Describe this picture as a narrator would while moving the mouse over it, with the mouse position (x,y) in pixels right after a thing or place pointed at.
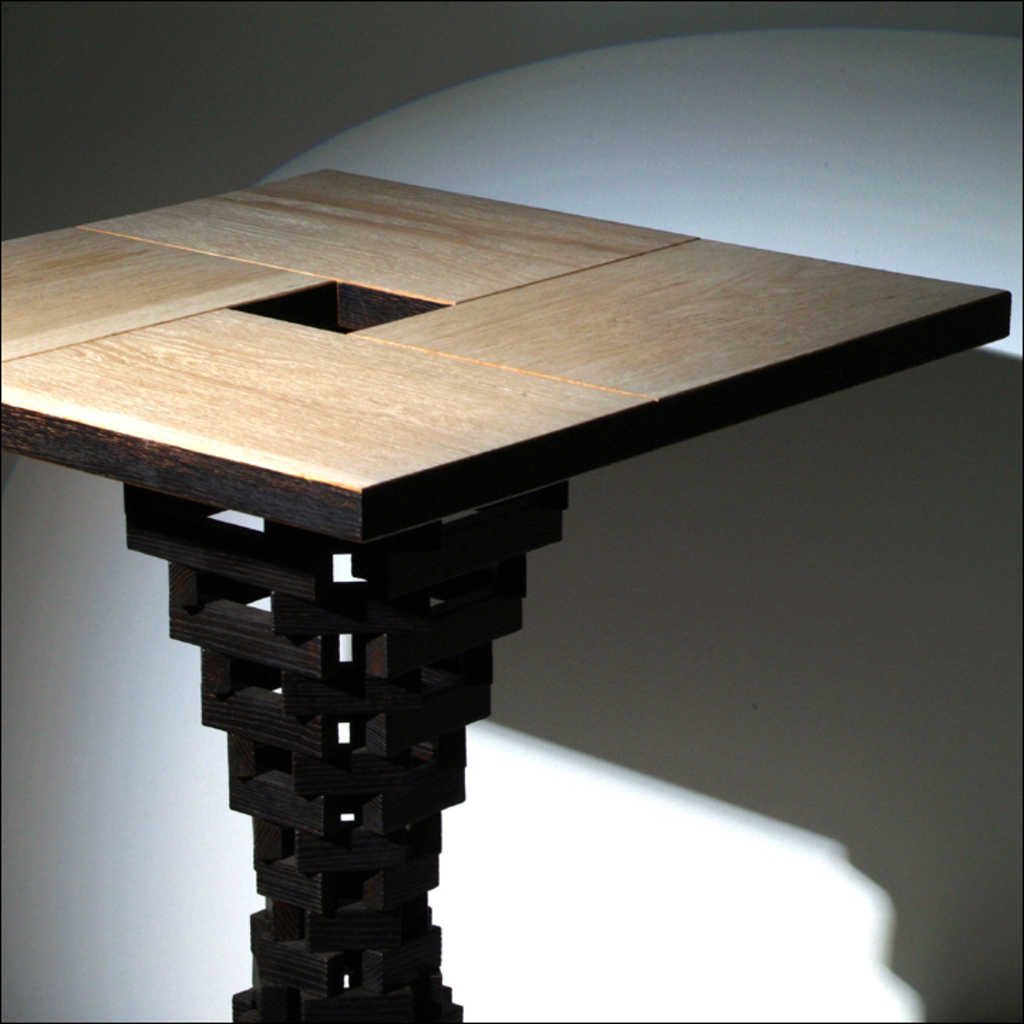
In this picture I can observe brown color table (363,416). In the background (456,822) there is a wall (201,105) which is in white color.
